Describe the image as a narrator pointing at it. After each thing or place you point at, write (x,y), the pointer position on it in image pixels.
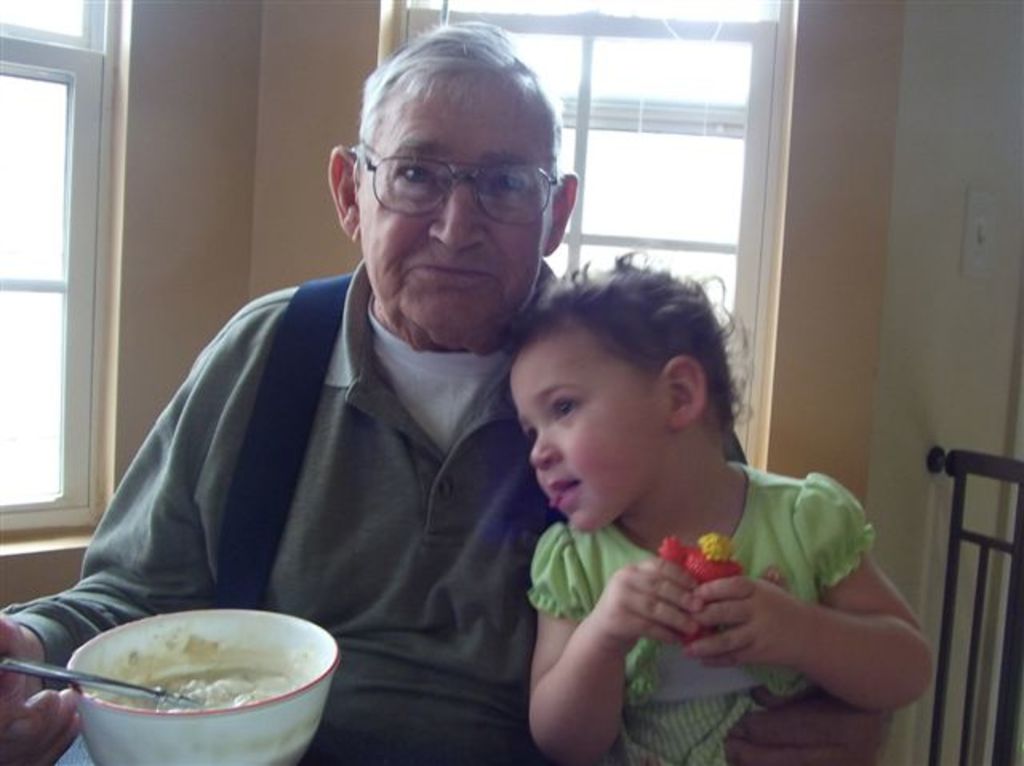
In this image, we can see a person (278,345) wearing glasses (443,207) and holding a kid (642,500) and the kid (562,480) is holding an object (707,577) and we can see some food (187,661) and a spoon (155,690) in the bowl (203,714). In the background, there are windows (7,145) and there is a railing (954,563).
